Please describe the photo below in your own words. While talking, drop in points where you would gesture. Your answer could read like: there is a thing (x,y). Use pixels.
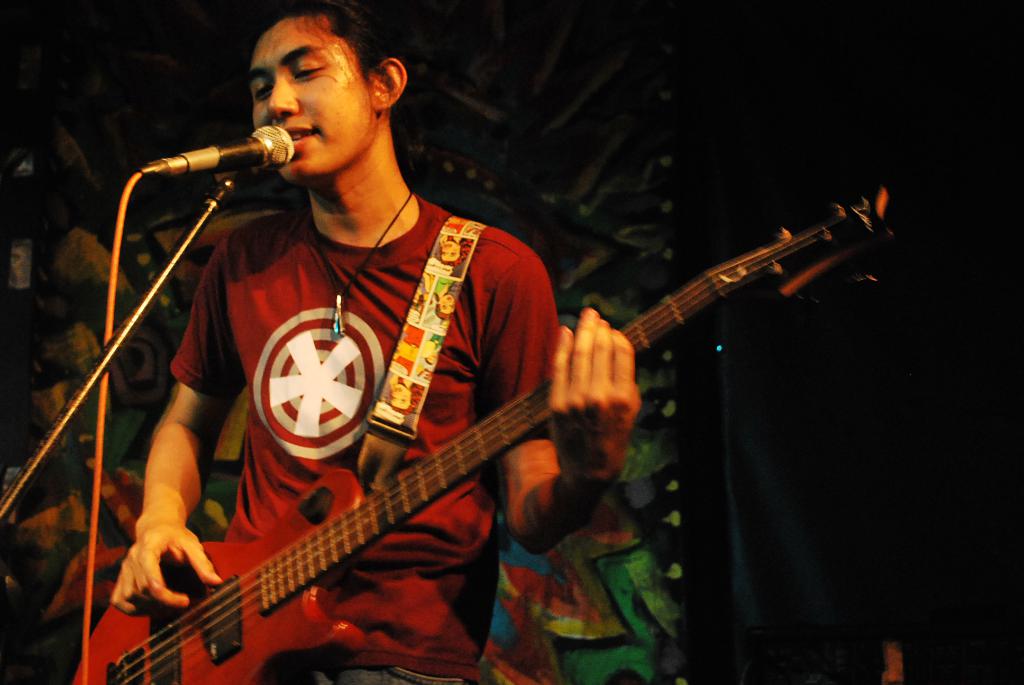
This is a picture of a man (323,358) in red t shirt (315,389) holding a guitar (221,576) and singing a song in front of the man (315,165) there is a microphone (217,156) with stand (82,396). Behind the man (351,346) there is a wall (517,141) with paintings (491,141).
